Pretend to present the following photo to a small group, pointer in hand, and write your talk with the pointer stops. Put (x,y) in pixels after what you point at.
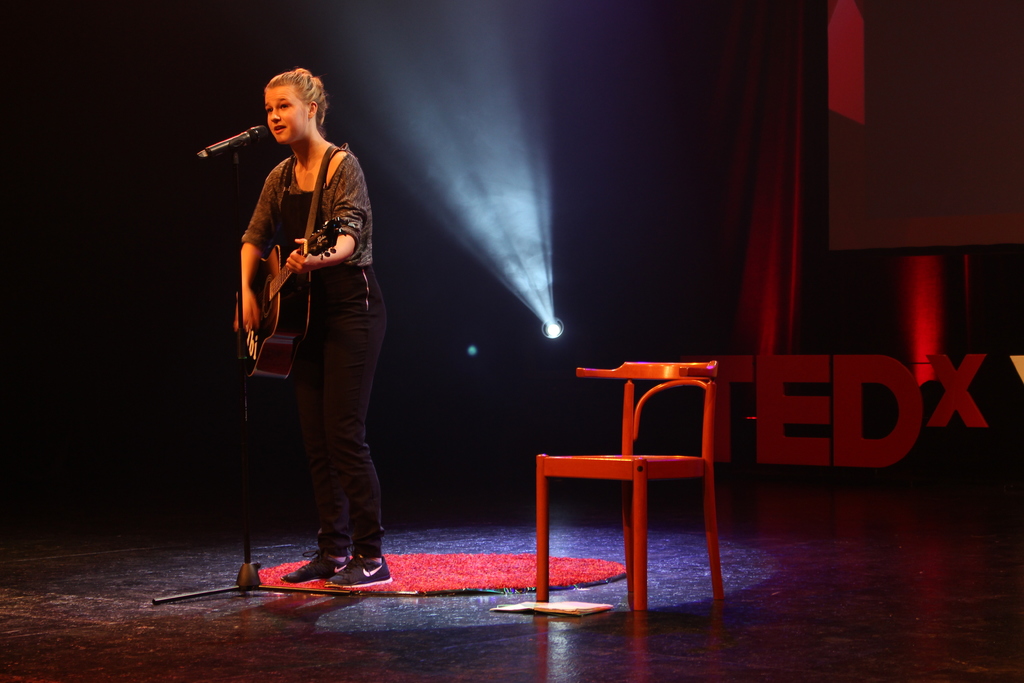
Here we can see a woman (347,293) standing on the left side (316,571). She is holding a guitar (327,242) in her hand (245,331) and she is singing on a microphone (248,139). This is a chair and in the background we can see a lighting arrangement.
